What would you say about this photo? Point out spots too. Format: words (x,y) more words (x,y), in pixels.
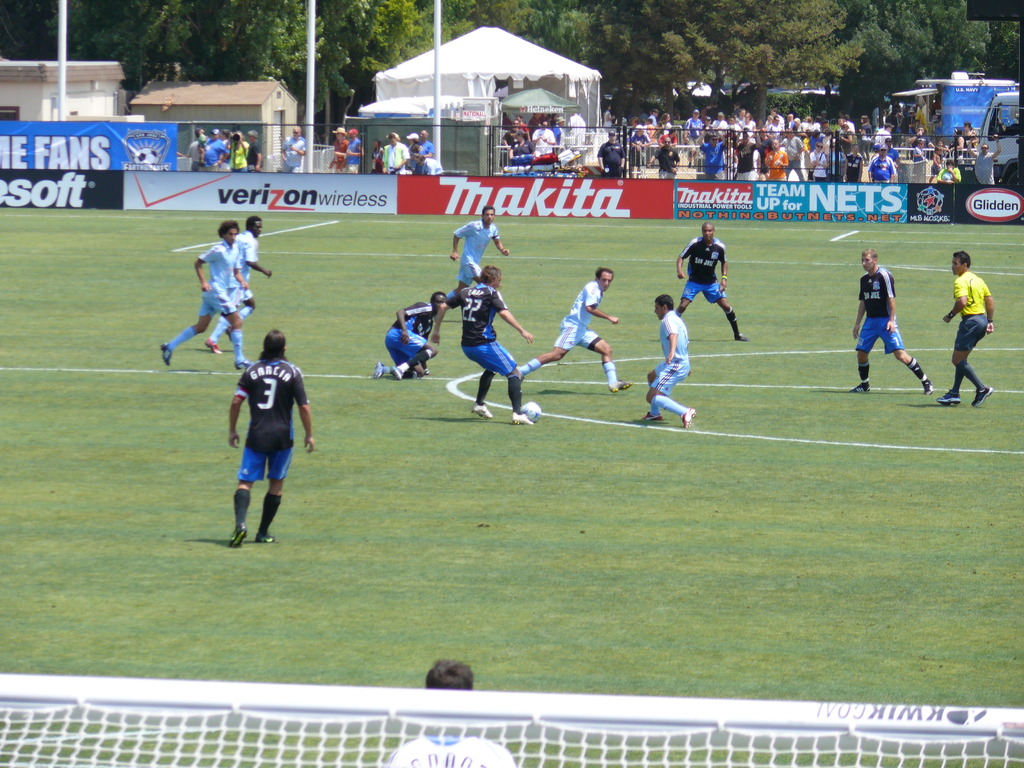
In the center (450,293) we can see few players (857,336). In bottom (297,733) we can see net (534,723) and one person (470,667) standing. and coming to background (473,53) we can see tent (473,53), group of persons (780,144) were standing and trees (753,22), vehicles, pole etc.
